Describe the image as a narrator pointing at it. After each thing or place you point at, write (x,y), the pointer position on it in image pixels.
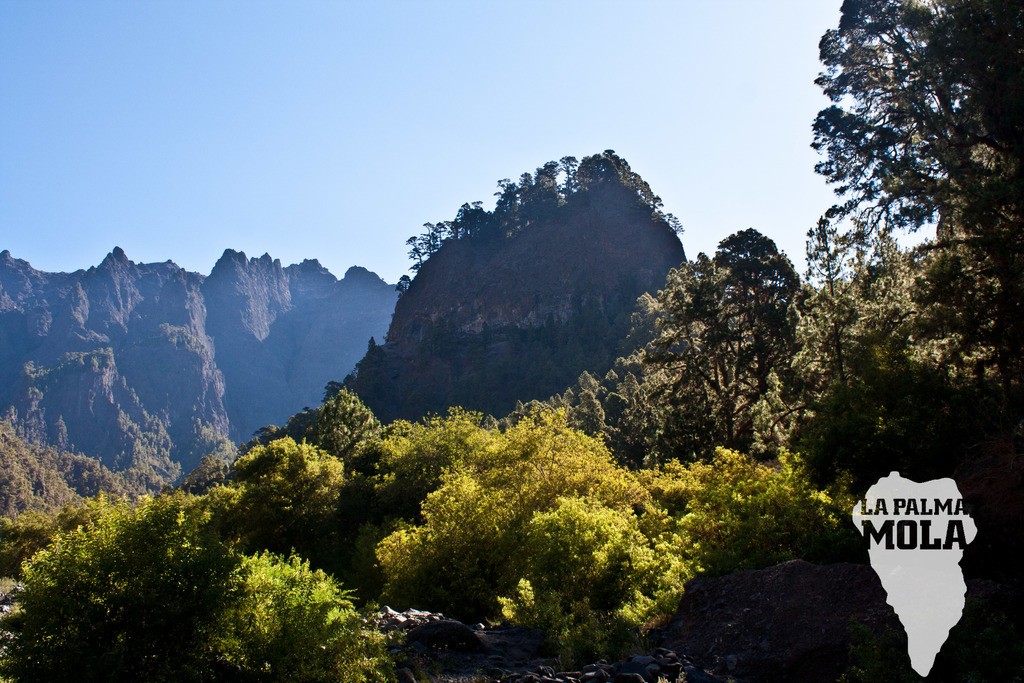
In this image I can see trees (374,526), plants (214,594), text (867,529), map (923,566), mountains (414,367), stones (655,667), and the sky (191,182). This image is taken may be during a day.
